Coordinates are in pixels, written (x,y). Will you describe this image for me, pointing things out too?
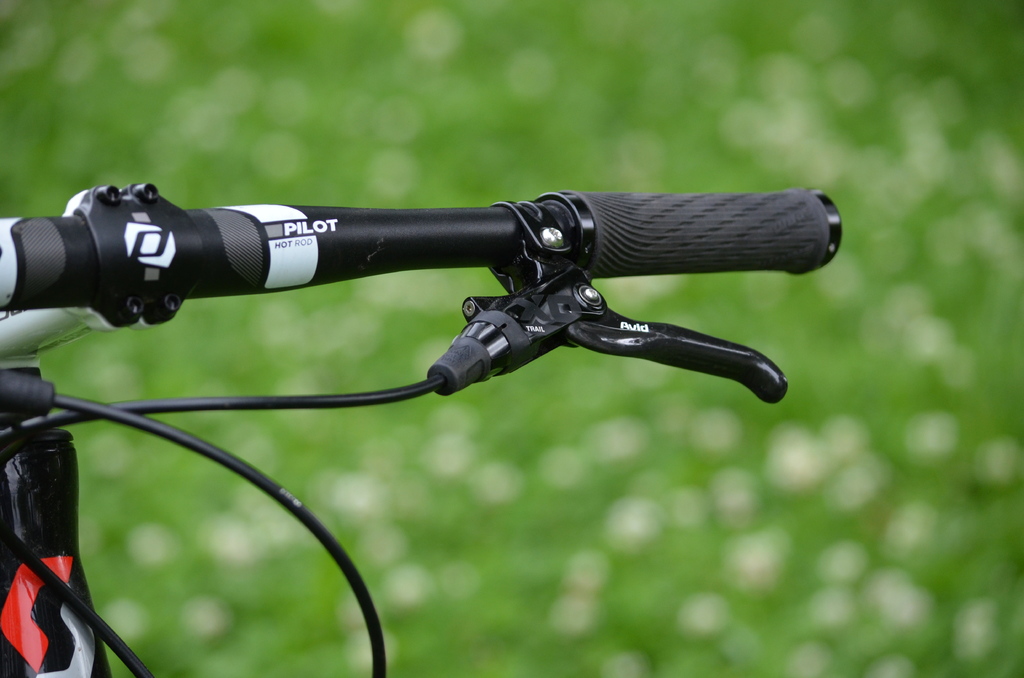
In this image, we can see a cycle handle (463,239) on the blur background.
